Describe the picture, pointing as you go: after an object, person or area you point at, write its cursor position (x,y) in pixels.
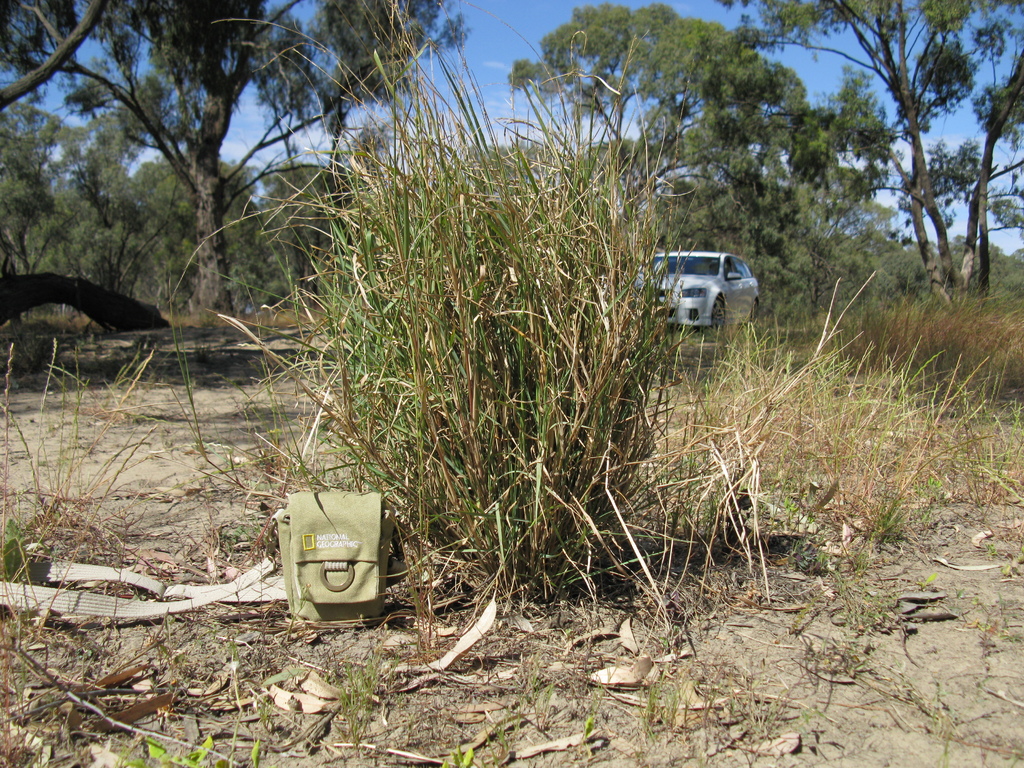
In this image I can see a car (717,305) on the ground (706,358) which is white in color. Here I can see the grass (440,495) and an object (373,617) on the ground (388,633). In the background (283,286) I can see trees (607,63) and the sky (444,95).
